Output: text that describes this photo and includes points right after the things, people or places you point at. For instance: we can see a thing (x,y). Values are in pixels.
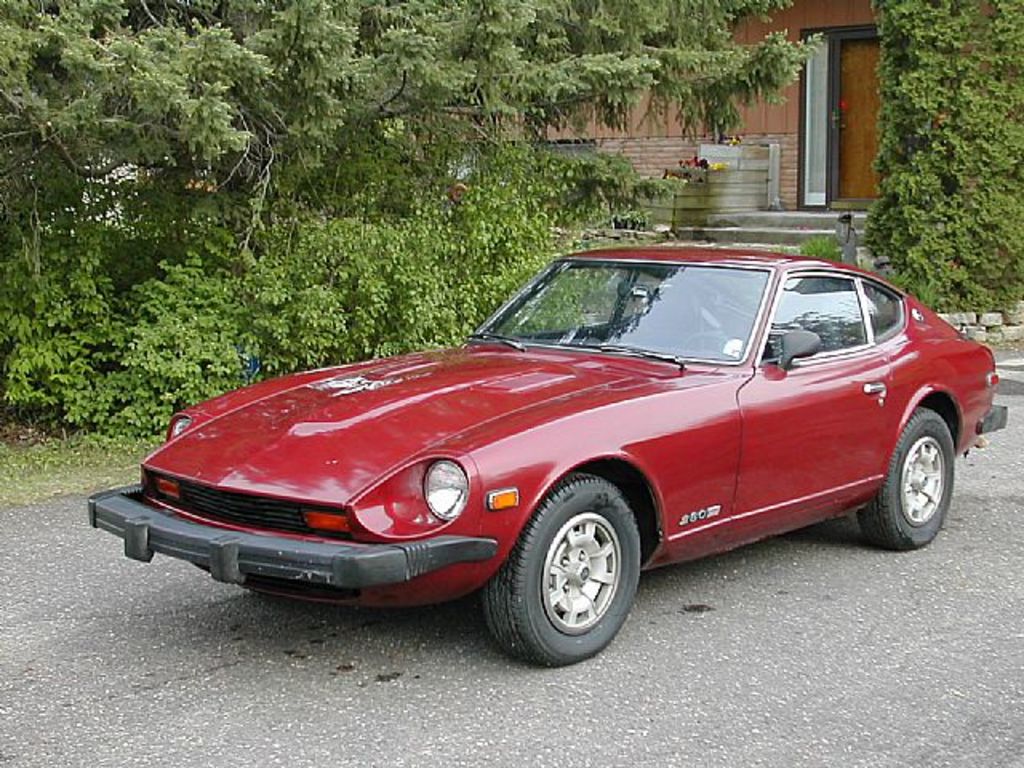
In this picture we can see a vehicle (616,618) on the road (718,599) and in the background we can see a wall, some stones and some objects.
